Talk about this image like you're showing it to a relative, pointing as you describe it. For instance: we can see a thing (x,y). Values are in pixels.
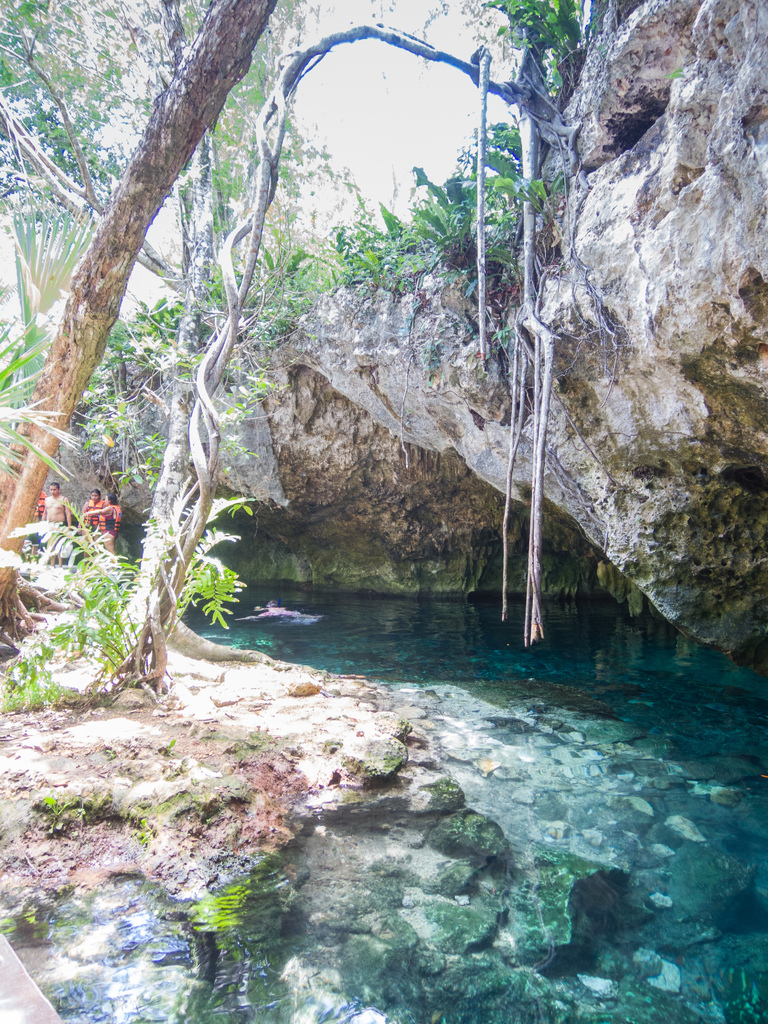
This image is taken in outdoors. In the right side of the image (679,396) there is a rock (595,216) with plants (515,201) on it. In the middle of the image (388,603) there is a lake (395,626) with water (512,702) and few stones (408,933) in it. In the left side of the image (57,812) there are few trees (147,322) and plants (290,230) and four people (62,517) are standing on the ground (31,815). In the background (303,303) there are many trees (169,472) and plants (324,289).
